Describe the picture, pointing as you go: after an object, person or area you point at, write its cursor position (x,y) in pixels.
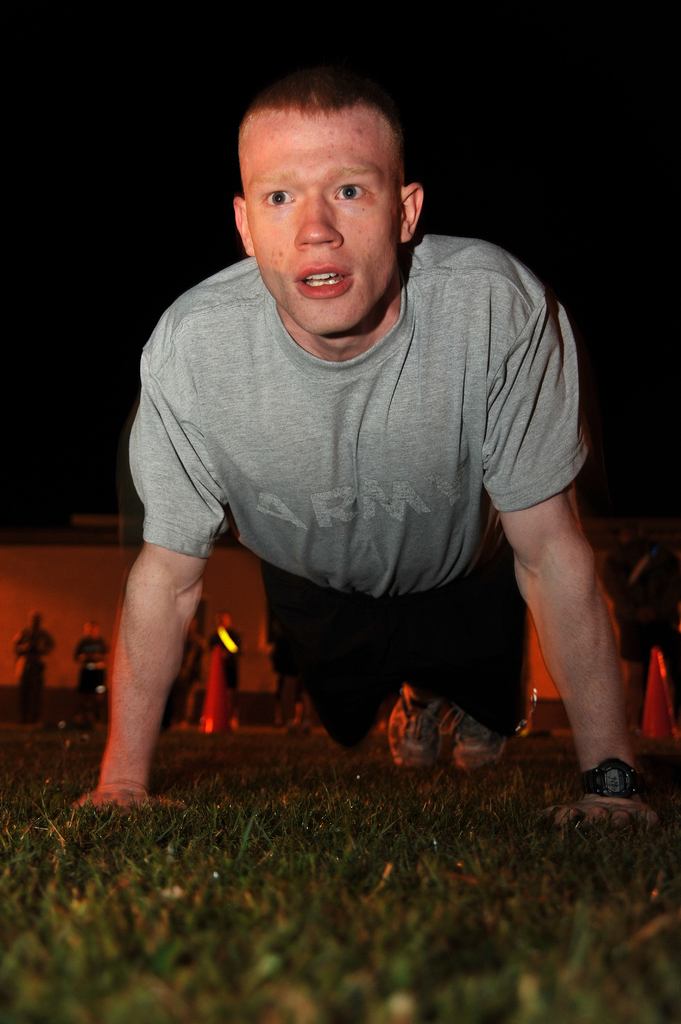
In the image there is a man (266,416) in grey t-shirt (355,431) doing push ups on the grassland (326,850) and in the back (82,649) there are few persons (43,635) standing.
